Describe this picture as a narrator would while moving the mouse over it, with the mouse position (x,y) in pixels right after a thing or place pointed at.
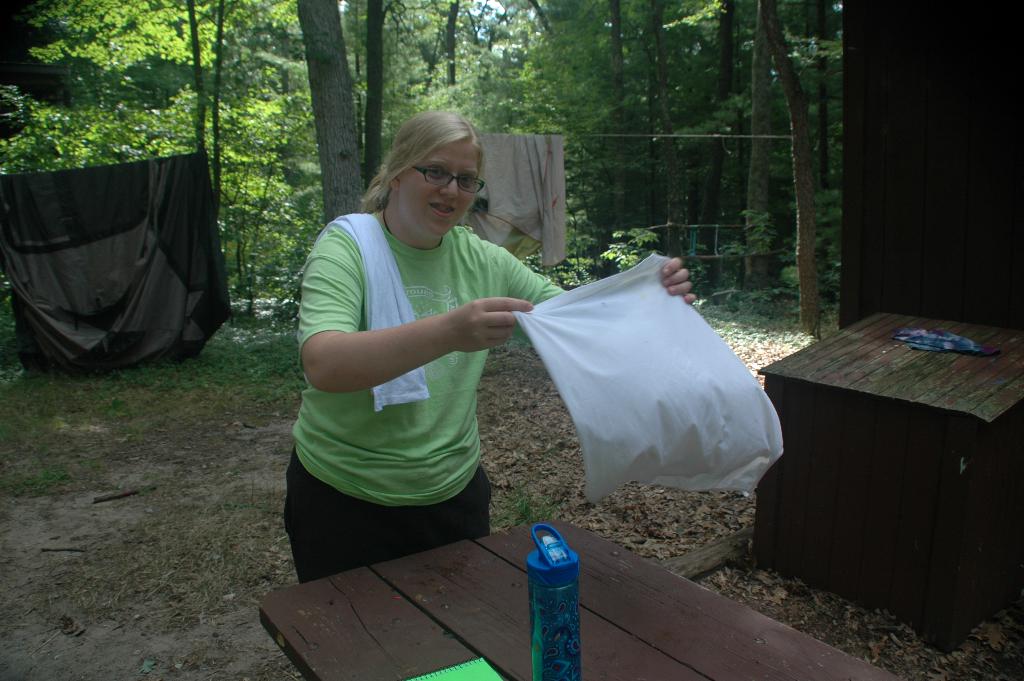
This woman (439,347) wore green t-shirts (439,405) and spectacles (440,172) holding a cloth (583,402). In-front of this woman (435,389) there is a table (466,570), on this table (446,578) there is a book (488,673) and bottle (546,600). We can able to see trees (306,83) and grass (275,341). On rope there are clothes (94,222).
